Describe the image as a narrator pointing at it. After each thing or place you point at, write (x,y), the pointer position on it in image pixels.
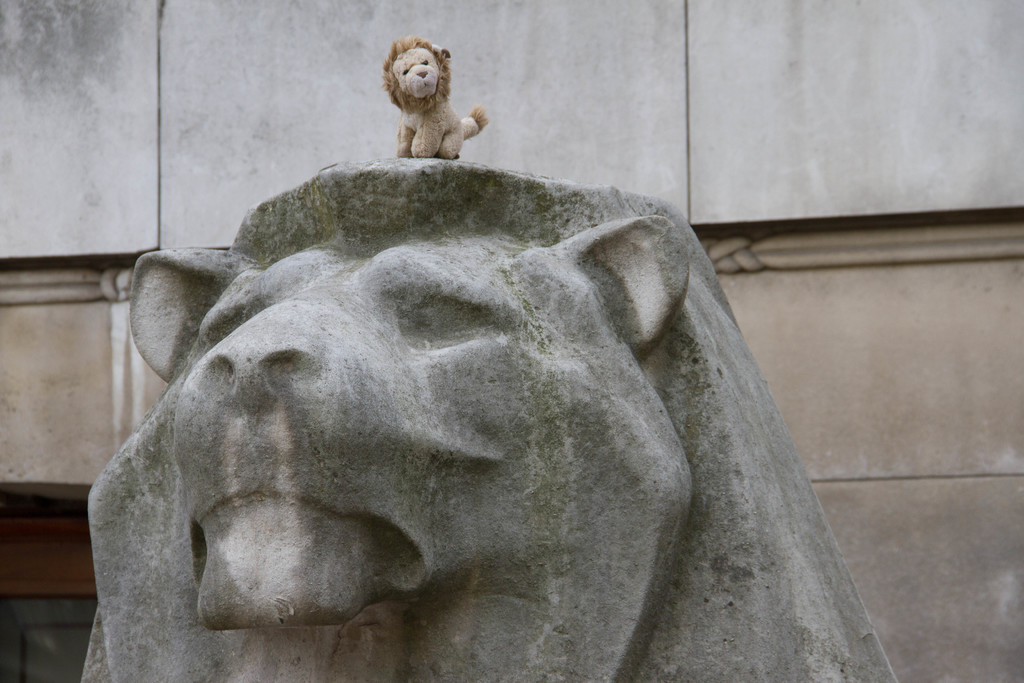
In this image there is a sculpture (460,421) of a lion (419,275), and there is a toy lion (394,69), and in the background (312,54) there is a wall (194,150).
